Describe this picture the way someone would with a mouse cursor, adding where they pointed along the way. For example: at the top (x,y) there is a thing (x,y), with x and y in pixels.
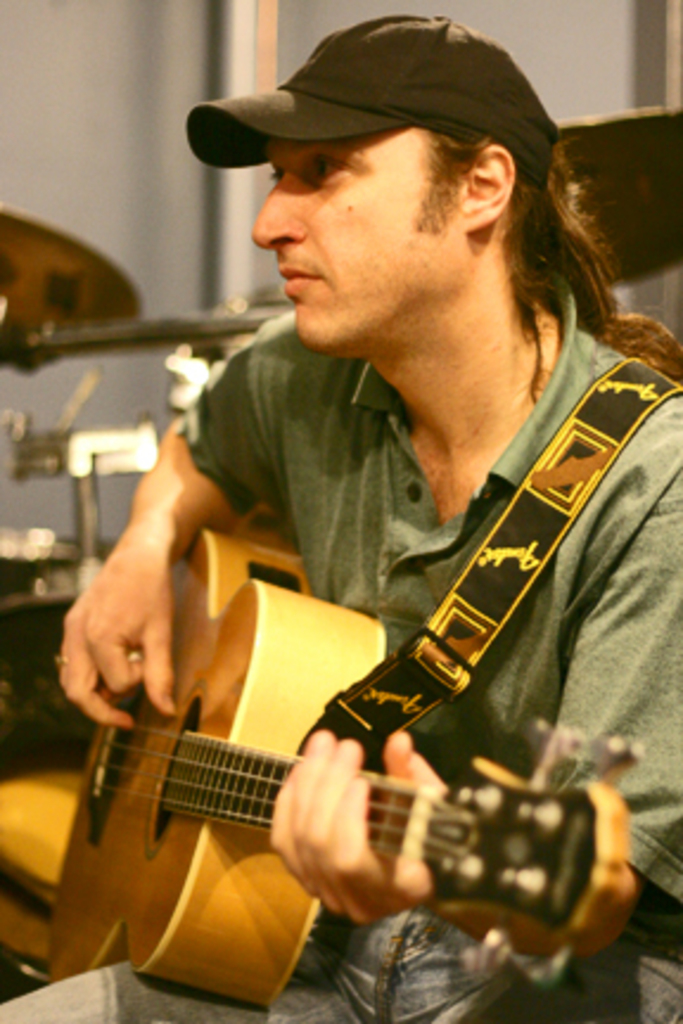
In this picture we can see a man (666,1017) who is sitting on the chair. He is playing guitar (105,785). And he wear a cap (390,103).
